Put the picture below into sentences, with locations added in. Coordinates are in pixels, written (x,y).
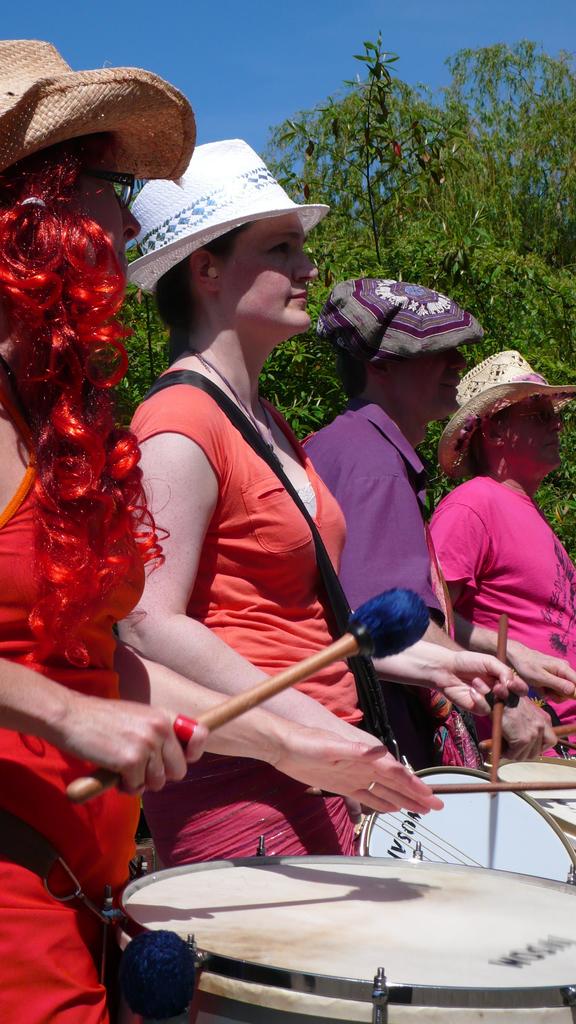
This picture is of outside. In the foreground (208,358) we can see group of persons (399,503) standing, holding drumsticks (360,643) and playing Drums (406,837). In the background (432,133) we can see some Trees (472,149) and a Sky (280,56).
